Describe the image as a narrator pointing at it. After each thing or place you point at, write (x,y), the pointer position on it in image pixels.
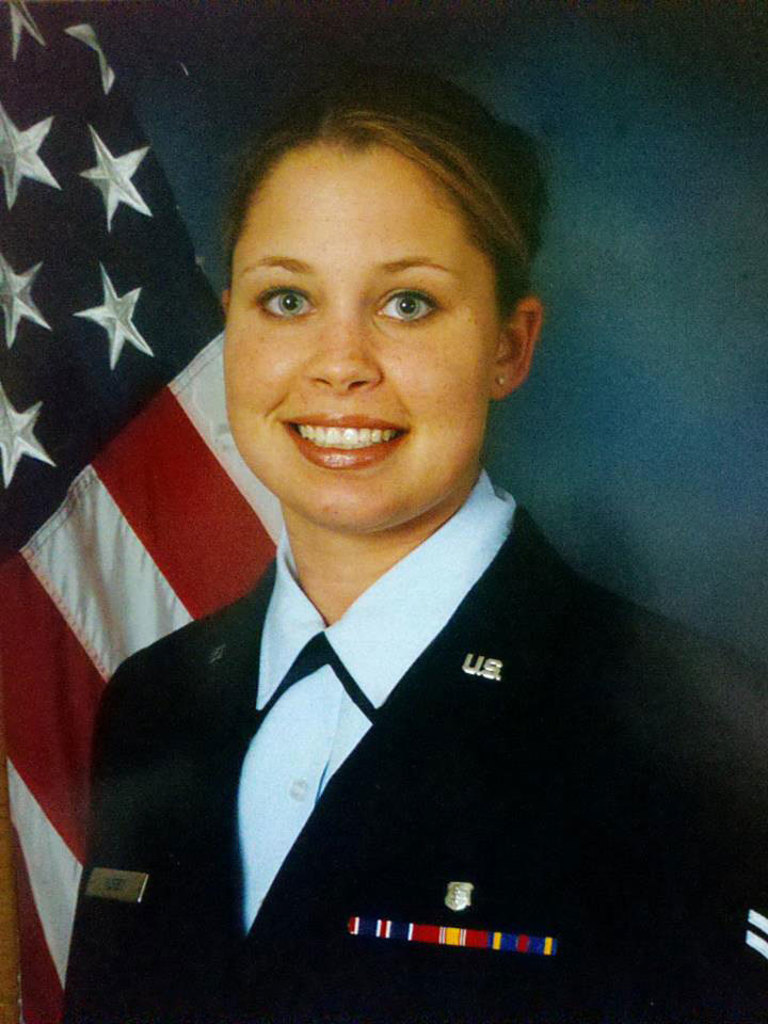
In the image there is a woman (290,550) in the foreground (367,545), she is smiling and behind her there is an american flag (84,599).
